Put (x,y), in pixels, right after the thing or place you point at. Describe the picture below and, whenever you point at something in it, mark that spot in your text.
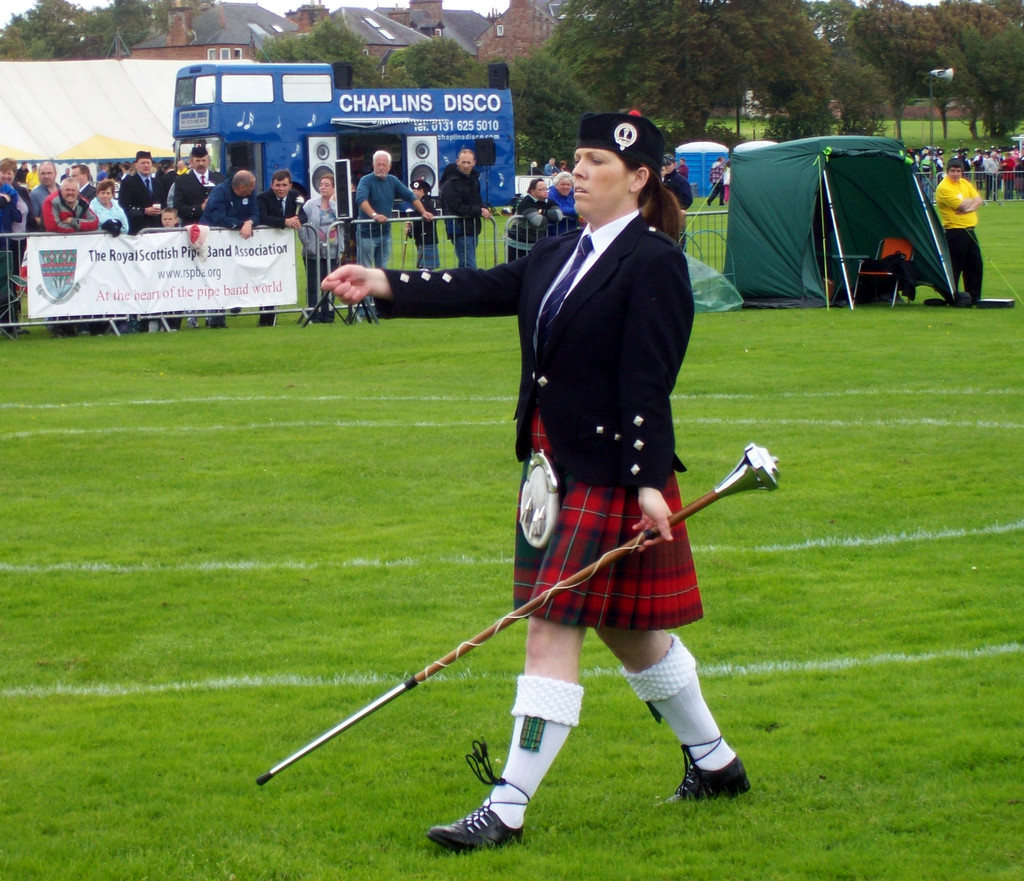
In this picture we can observe a woman (574,482) walking in the ground (395,598), holding a stick (393,690) in her hand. She is wearing a coat (651,300) and a cap (620,132) on her head (626,157). There is some grass (273,557) on the ground (284,525). We can observe a white color poster (94,258) fixed to the railing (20,297). Behind the railing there are some people (220,177) standing. We can observe a blue color vehicle (199,126). In the background (620,50) there are trees (462,59) and buildings (382,33).
